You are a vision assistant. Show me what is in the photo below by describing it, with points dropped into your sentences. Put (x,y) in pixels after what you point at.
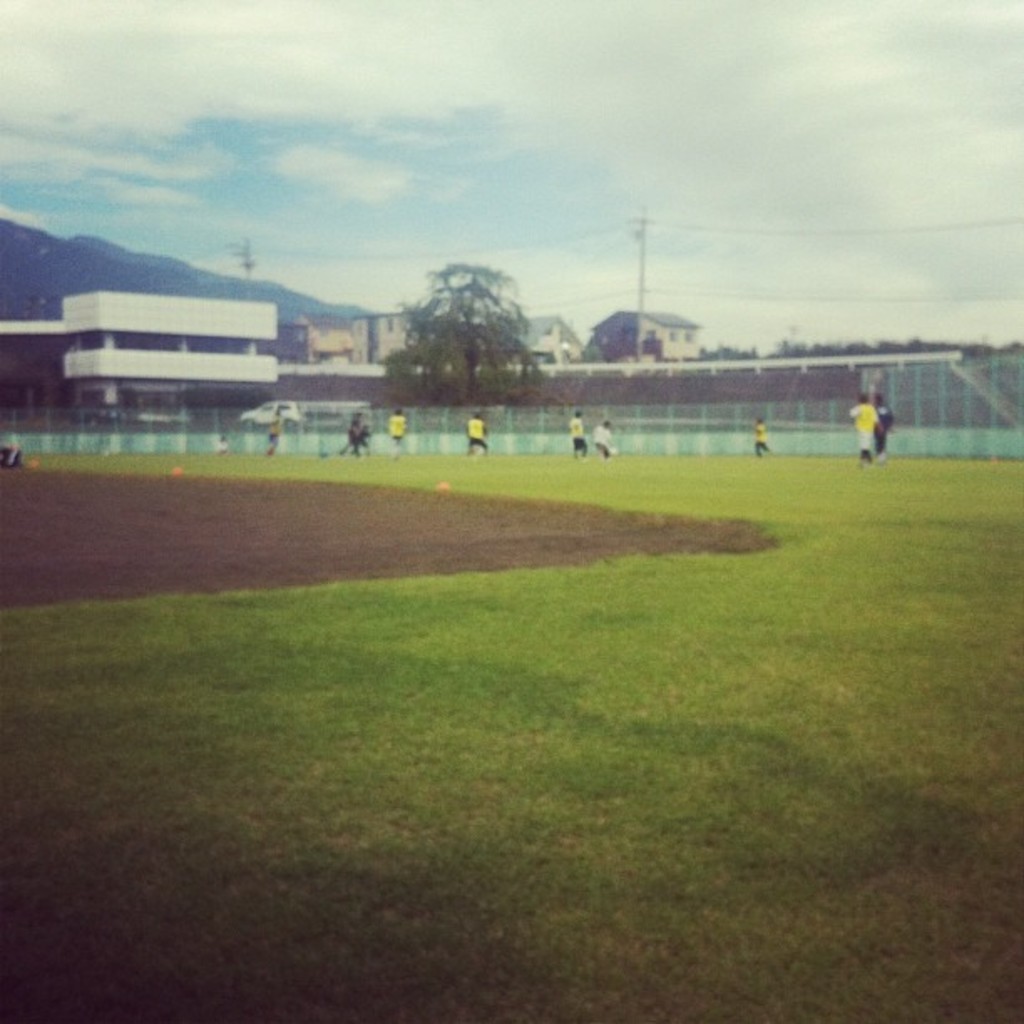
In this image we can see a few people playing in the ground (758,574), there are some buildings (198,354), poles (643,331), mountains (184,280), trees (446,326) and the net (772,423), in the background (523,136), we can see the sky (660,178) with clouds (668,169).
